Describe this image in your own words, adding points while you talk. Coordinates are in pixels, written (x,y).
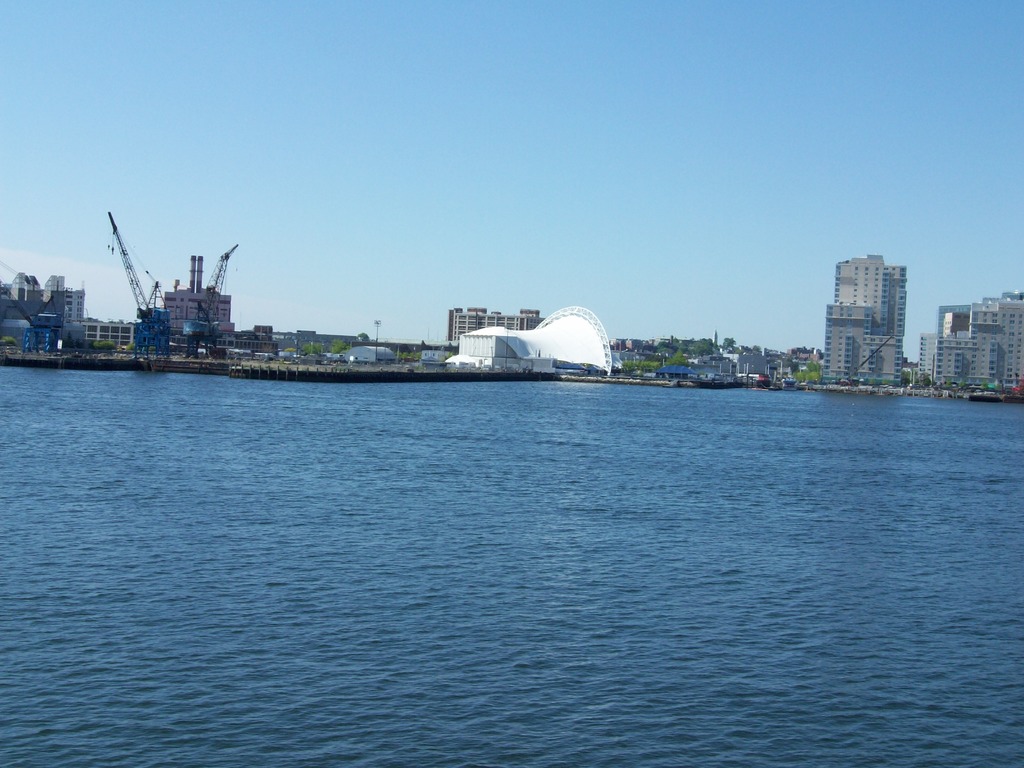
In this image there is a lake (396,509) in the middle (471,509). In the background (191,294) there are buildings (890,311). At the top (578,123) there is sky (517,118). On the left side (149,327) we can see that there are cranes (189,326) on the land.
